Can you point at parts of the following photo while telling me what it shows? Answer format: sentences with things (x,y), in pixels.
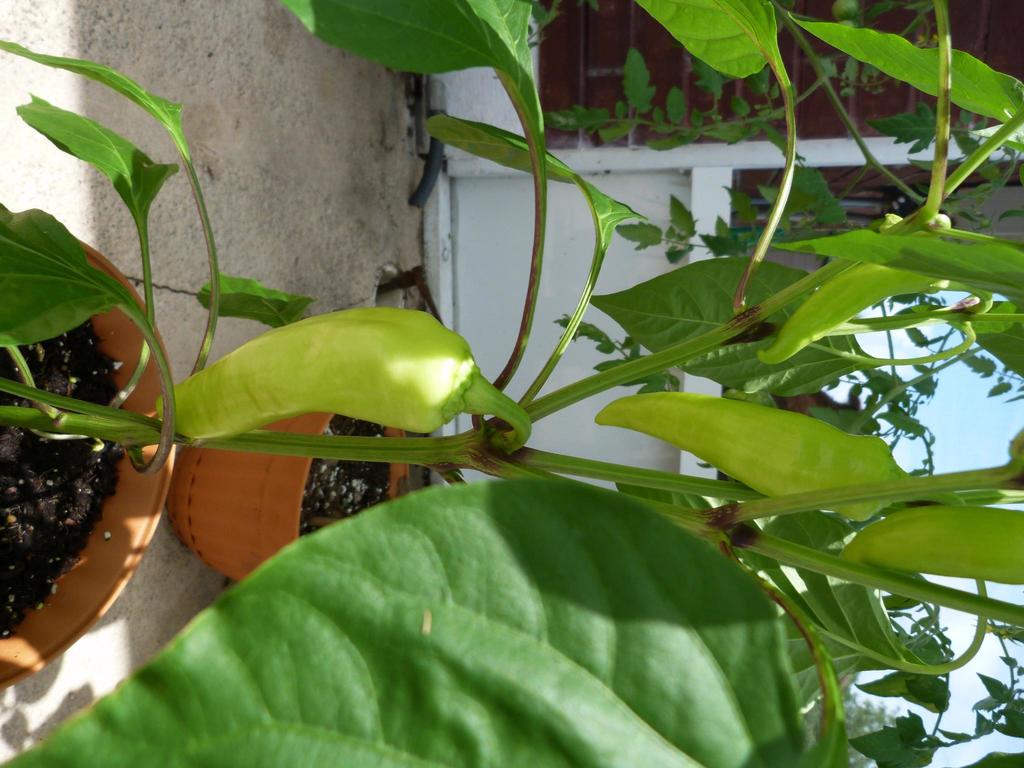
In this image there are two plant pots (203,532) on the floor (161,296). In the background (655,57) there is a wall (569,100). At the top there is the sky (958,425). This image is in vertical position. To the plants (511,502) there are chilies (256,418).
